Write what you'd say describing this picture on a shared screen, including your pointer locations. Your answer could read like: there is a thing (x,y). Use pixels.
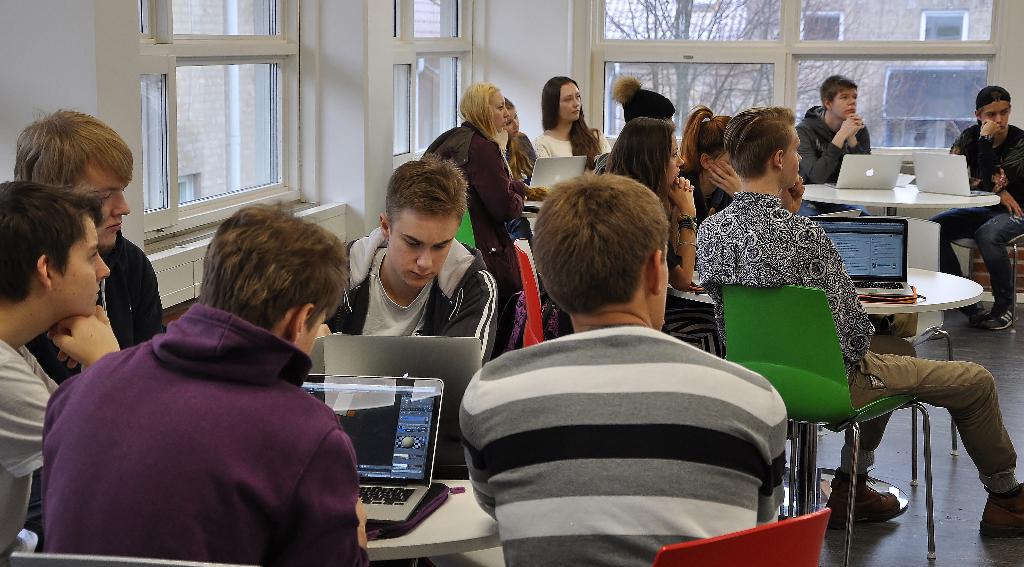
In this image I can see number of persons (723,359) are sitting on chairs (798,320) which are green and red in color. I can see tables (459,530) in front of them which are white in color and on them I can see few laptops (377,430). In the background (46,67) I can see the white colored wall (70,74) and few windows (230,77) through which I can see few trees (678,33) and few buildings (803,65).
